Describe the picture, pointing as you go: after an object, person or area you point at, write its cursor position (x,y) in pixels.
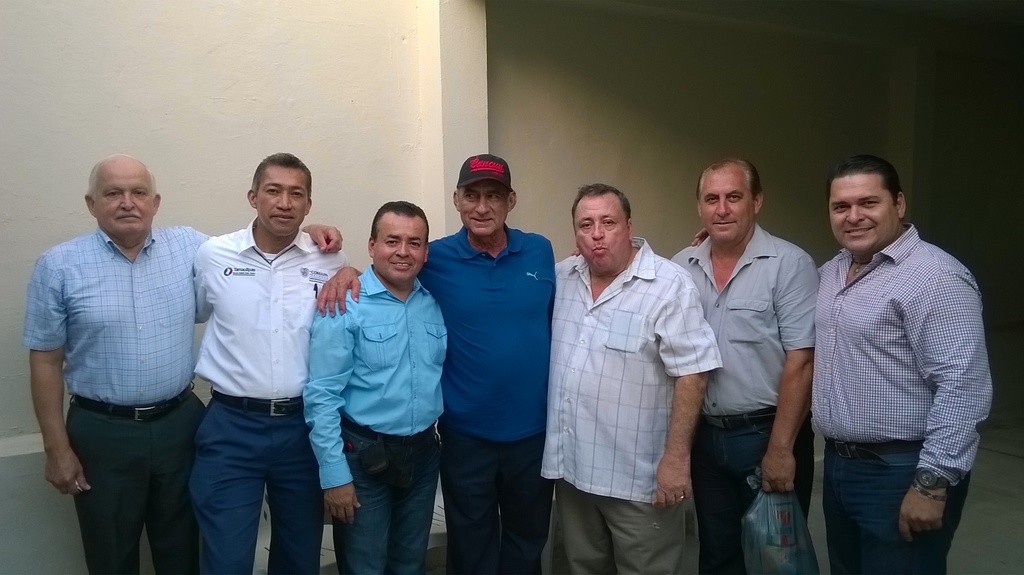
In this image I see 7 men (722,223) who are standing and I see that this man (771,272) is holding a cover (751,516) in his hand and this man (514,299) is wearing a cap (471,170) on his head (490,190). In the background (362,11) I see the wall (466,157) which is of cream in color and I see the path (1005,476).
